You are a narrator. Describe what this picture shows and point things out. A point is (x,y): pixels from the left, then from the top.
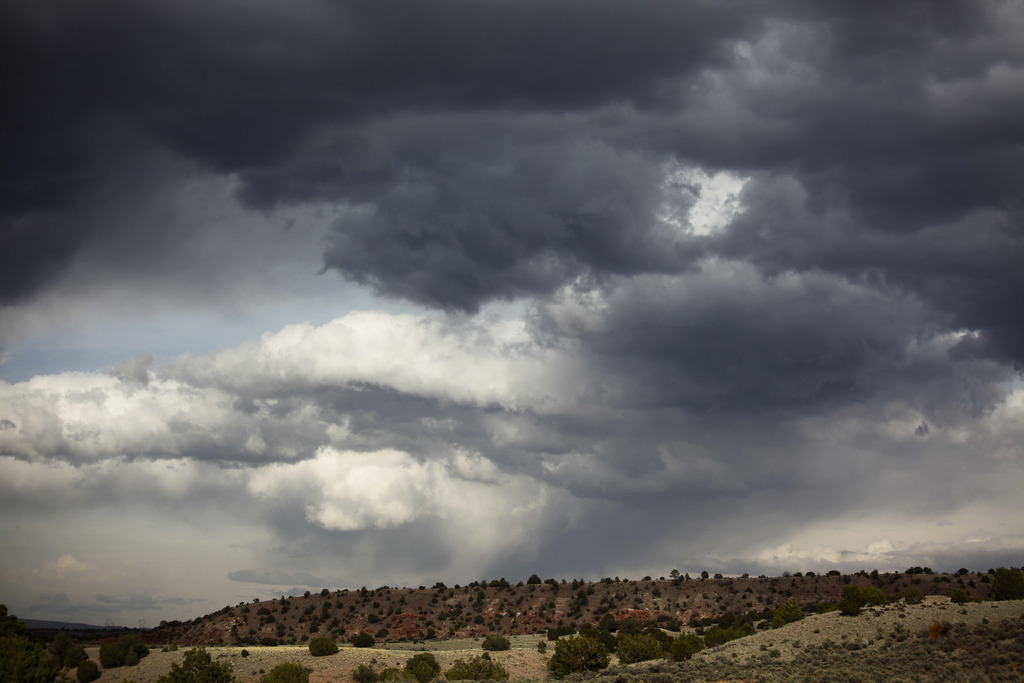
We can see trees (57,652) and hills (263,627). We can see sky (649,231) with clouds (654,480).
